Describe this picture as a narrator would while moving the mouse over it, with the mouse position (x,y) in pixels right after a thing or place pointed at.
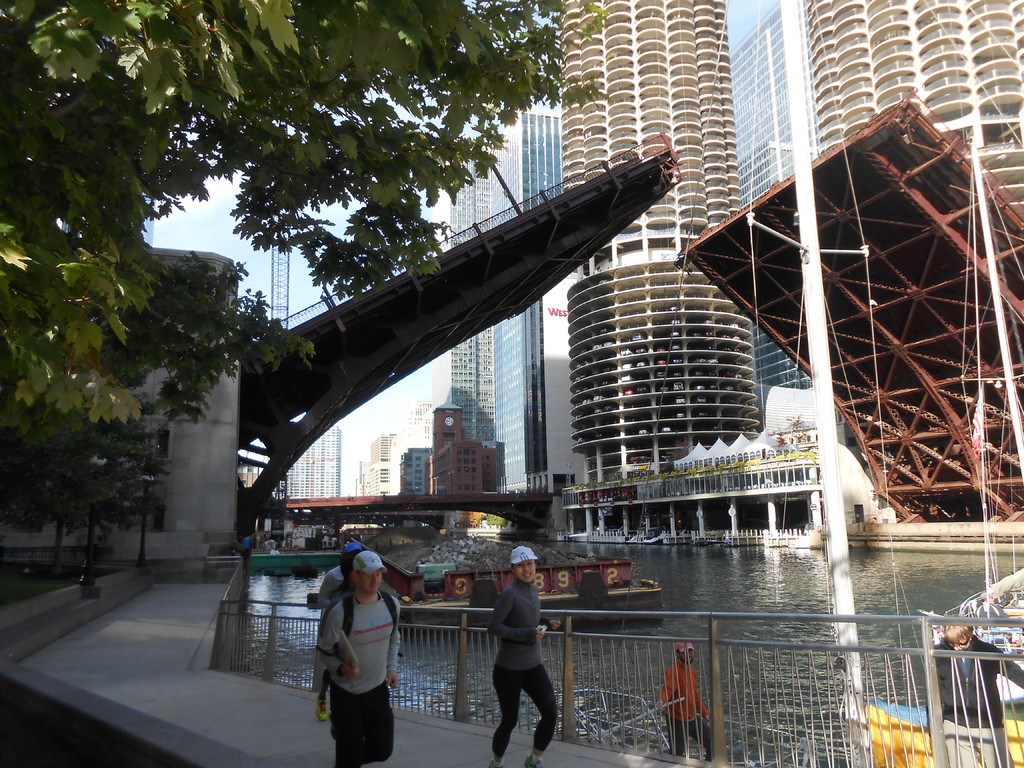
In this picture I can see three persons (389,627) were running on the street (293,736), beside them I can see the fencing (553,724). At the bottom (698,705) there is a man (693,679) who is wearing red t-shirt (681,678) and jeans (685,729). He is standing on the boat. In the center (542,271) I can see the bridge (574,262) which is opened. In the background (335,487) I can see other bridge (460,503), buildings (642,477), boards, persons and other objects (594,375). On the left (285,16) I can see the trees (112,393). At the top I can see the sky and clouds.
